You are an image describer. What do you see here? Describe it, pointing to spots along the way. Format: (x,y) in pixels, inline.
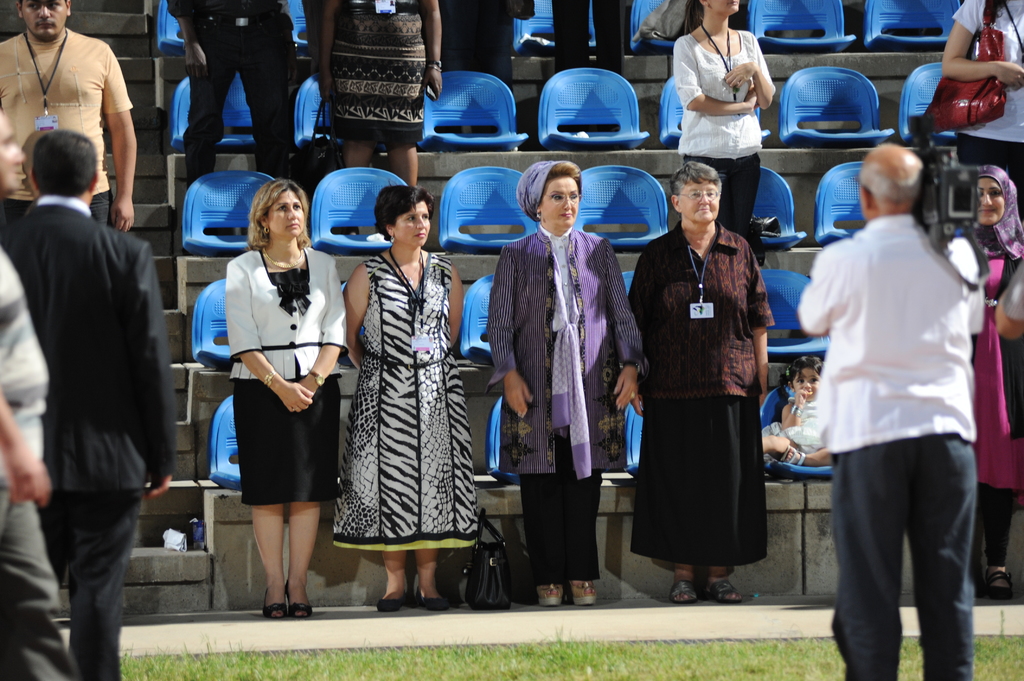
In this image we can see a few persons (411,345) standing and also we can see a girl (800,454) sitting on the chair (779,402), there is a person (907,423) standing on the ground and holding a camera (943,197), also we can see some chairs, bags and grass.
